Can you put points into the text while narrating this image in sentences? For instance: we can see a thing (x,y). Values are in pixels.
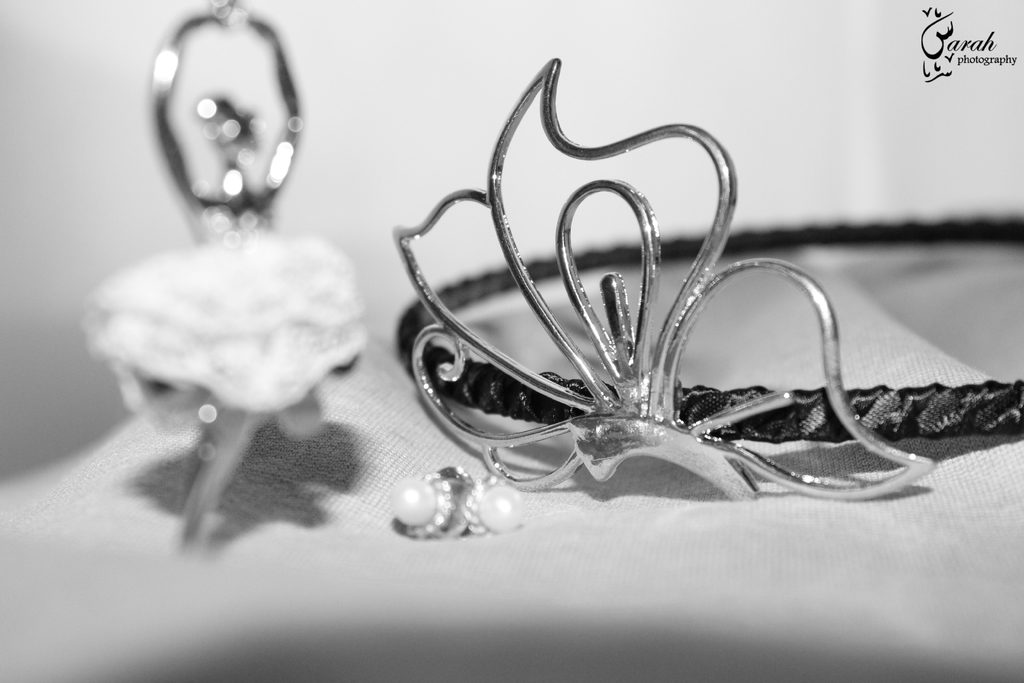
In this picture we can see a few ornaments (791,416) on a white surface (343,489). There is a watermark (959,61) visible in the top right (1006,58).
